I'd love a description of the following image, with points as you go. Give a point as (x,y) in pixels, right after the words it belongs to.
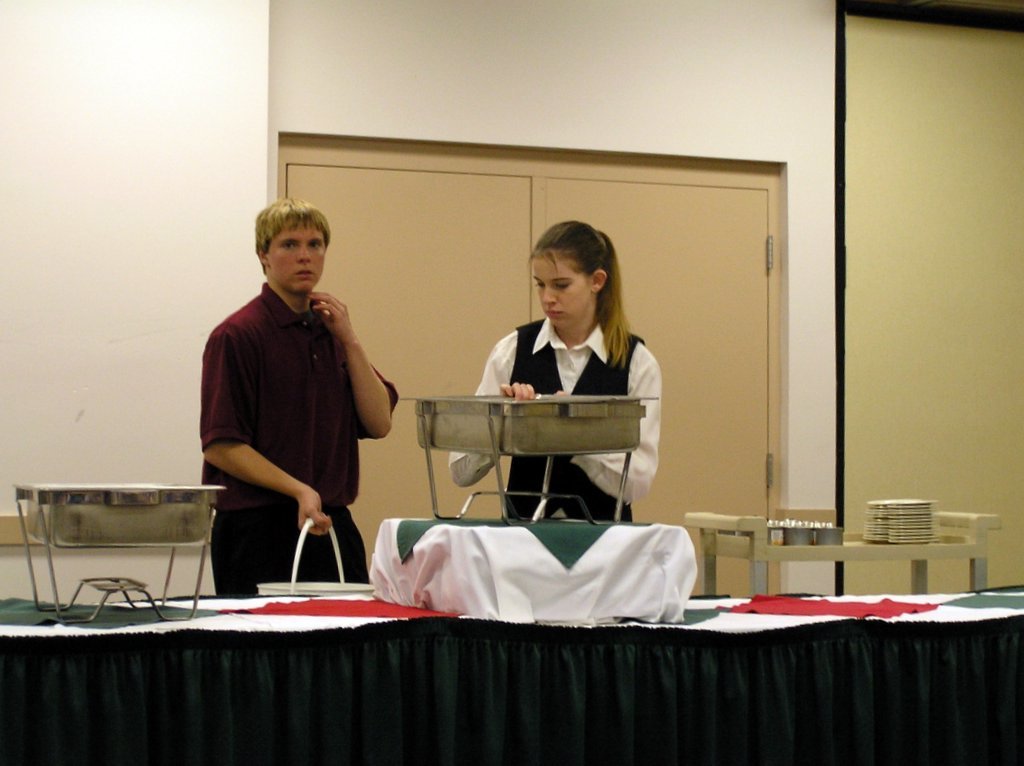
In the image I can see two people (582,483) standing and holding something. I can see few vessels (144,546) on the table (310,643). Back I can see a cream doors (335,195) and white wall (191,113).
